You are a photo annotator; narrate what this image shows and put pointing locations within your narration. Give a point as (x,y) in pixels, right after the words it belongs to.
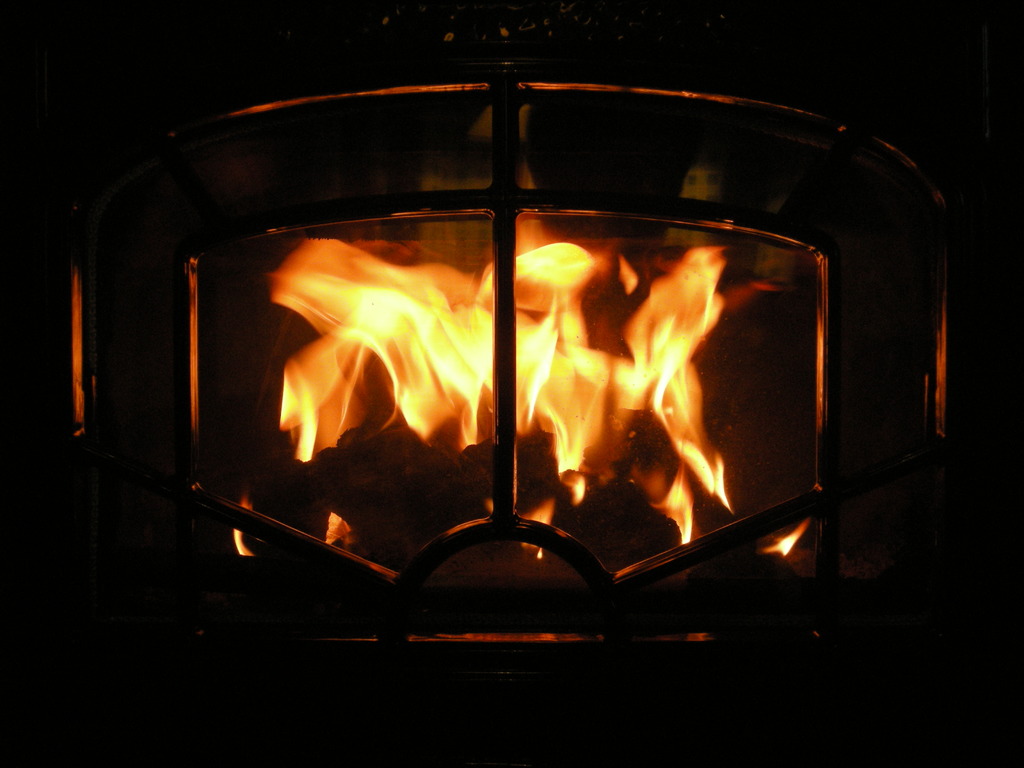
In this image there is a fire (283,381) in the firewood chimney (495,244).
